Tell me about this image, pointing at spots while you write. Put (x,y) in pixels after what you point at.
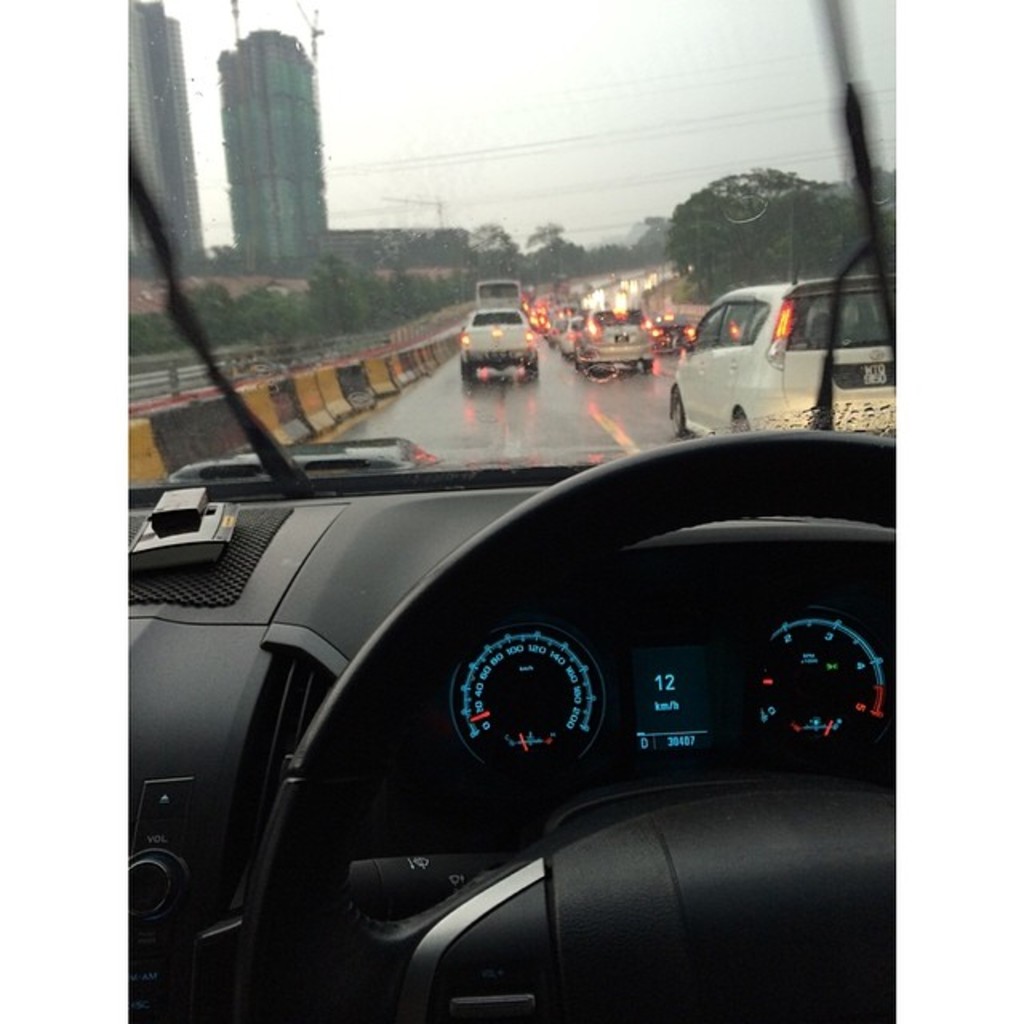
In this picture I can see the inside view of a car (565,487) at the bottom of the picture (266,1008). There are a few vehicles (748,327) visible on the road (476,402). I can see the divider (359,380) on the road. I can see a few trees (510,277) and buildings (280,259) in the background (815,208). Some wires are visible on top of the picture (573,148).
